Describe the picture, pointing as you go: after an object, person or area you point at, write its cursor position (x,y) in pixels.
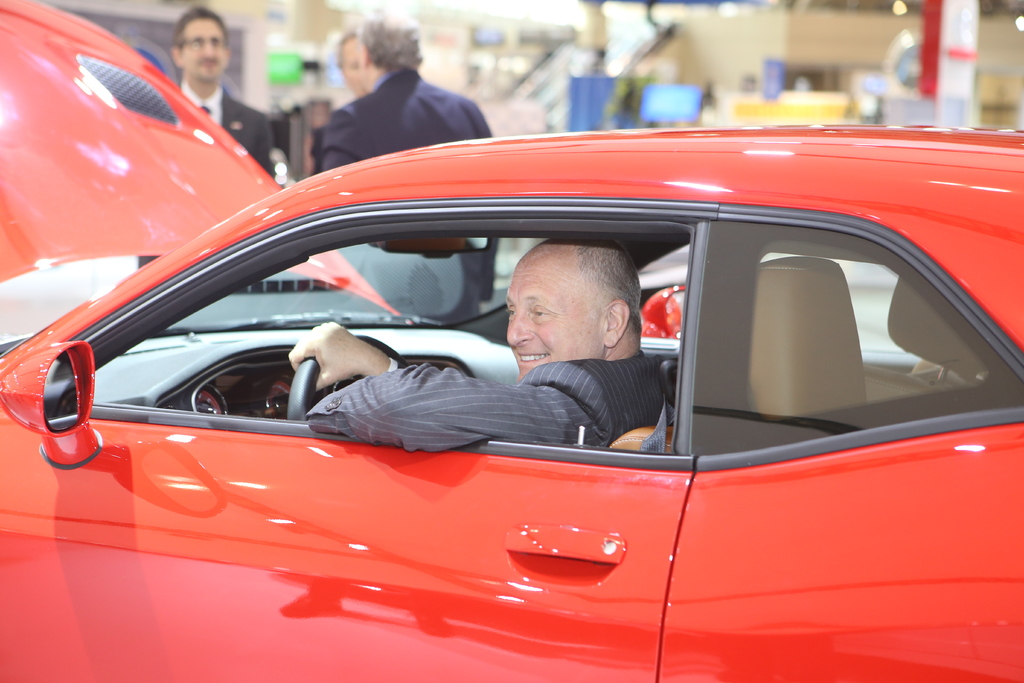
This is the picture of a red car (388,461), in the car (582,428) a man (542,402) is sitting on a seat (627,441) and holding steering (309,385). Behind the car (165,289) there are persons (359,123) standing on the floor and background (513,57) is in beige.
